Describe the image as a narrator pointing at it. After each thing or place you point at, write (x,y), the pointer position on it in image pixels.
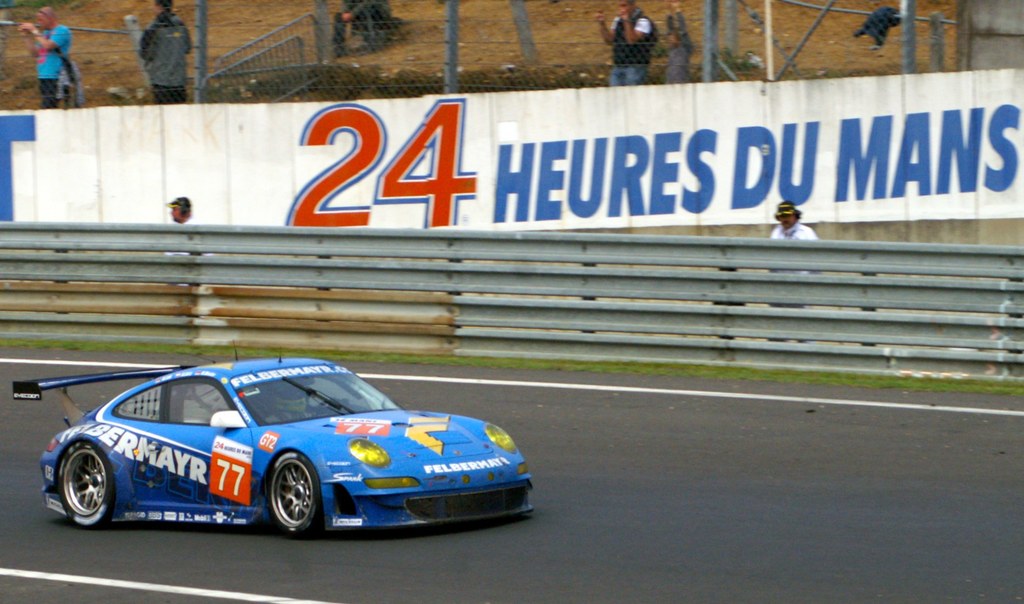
In the foreground of this picture (331,453), we see a sports car (339,463) moving on road (756,509). In the background (735,270), we see railing (799,317), grass (769,378) and two persons (182,216). On top (333,76), we see fencing (446,58). Behind fencing (640,38), there are few persons (156,41).
